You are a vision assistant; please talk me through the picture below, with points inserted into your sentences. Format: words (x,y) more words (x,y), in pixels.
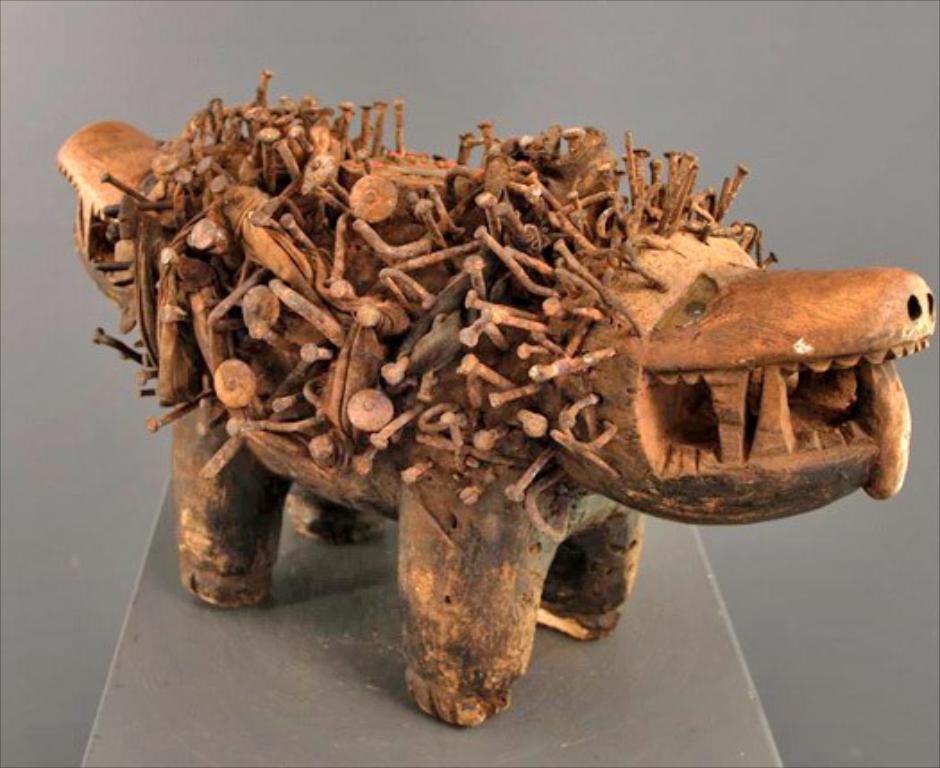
In this image I can see a wooden object (402,352) on a surface (177,575).
